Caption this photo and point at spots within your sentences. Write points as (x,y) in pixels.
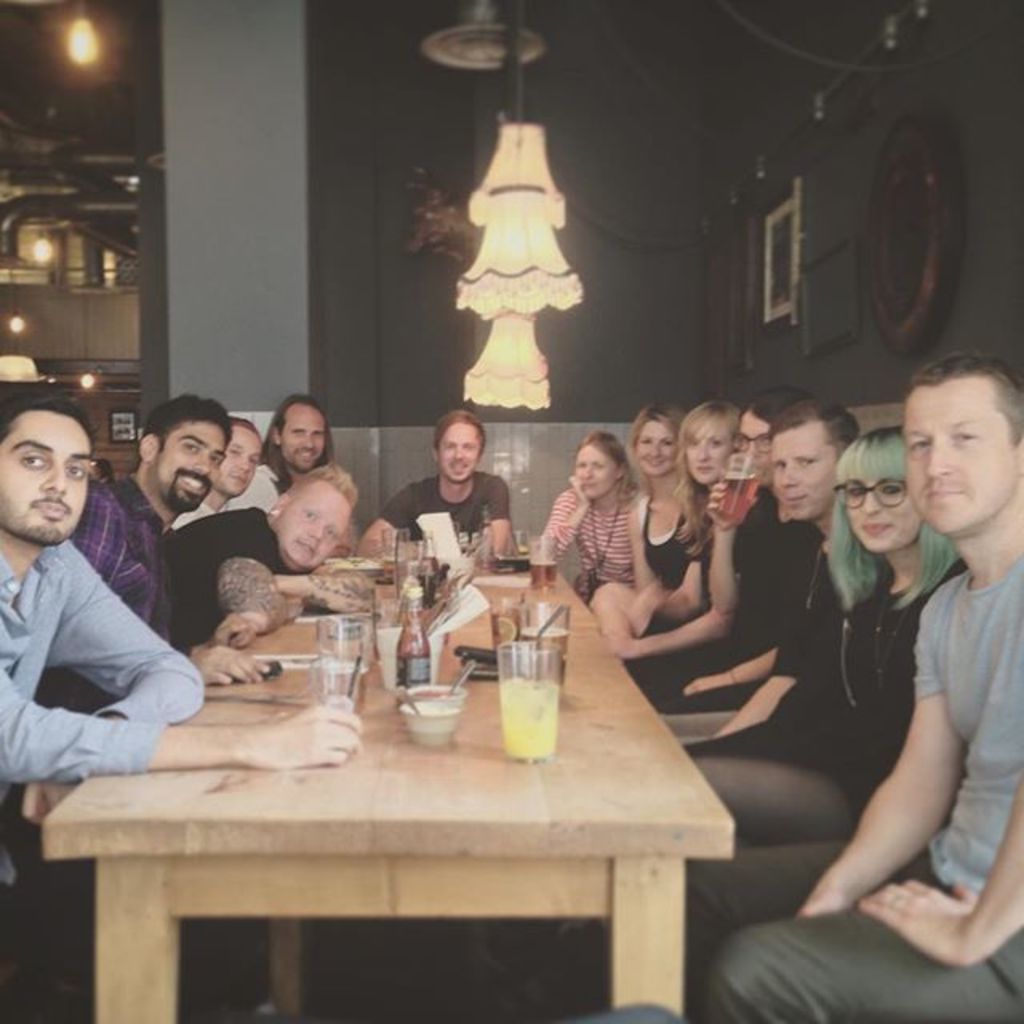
here in this picture we can see the persons (248,480) sitting around the table (471,711) in chair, on the table (477,698) we can see different glasses (533,739), food items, bottles (424,632), tissue papers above the table (499,732) we can see the lamp (516,208), here we can also see the decoration (907,244) on the wall (844,191), different frames (745,317) on the wall (710,315), here we can also see the light (79,56).
